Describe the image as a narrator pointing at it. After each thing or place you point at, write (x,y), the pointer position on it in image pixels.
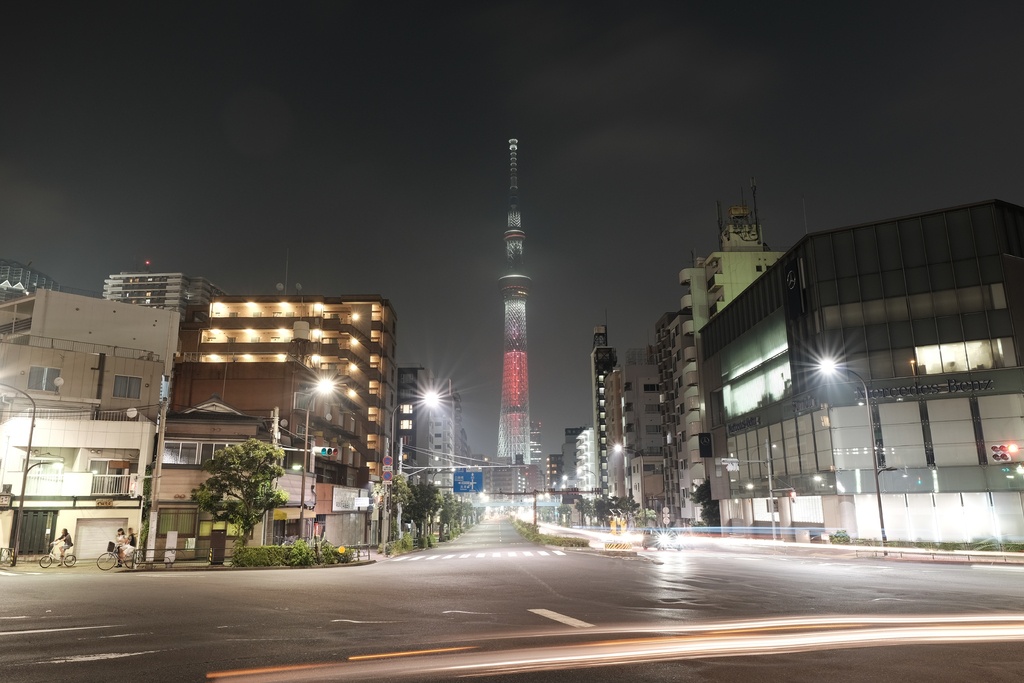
In this image in the center (515,407) there is one tower (518,327), on the right side (760,406) and left side (267,417) there are some buildings (174,455), poles (154,472), street lights (643,497) and some trees (565,515). At the bottom (374,597) there is a road (504,600), and on the left side (121,541) there are some people (130,552) who are sitting on a cycle (101,566) and riding.
